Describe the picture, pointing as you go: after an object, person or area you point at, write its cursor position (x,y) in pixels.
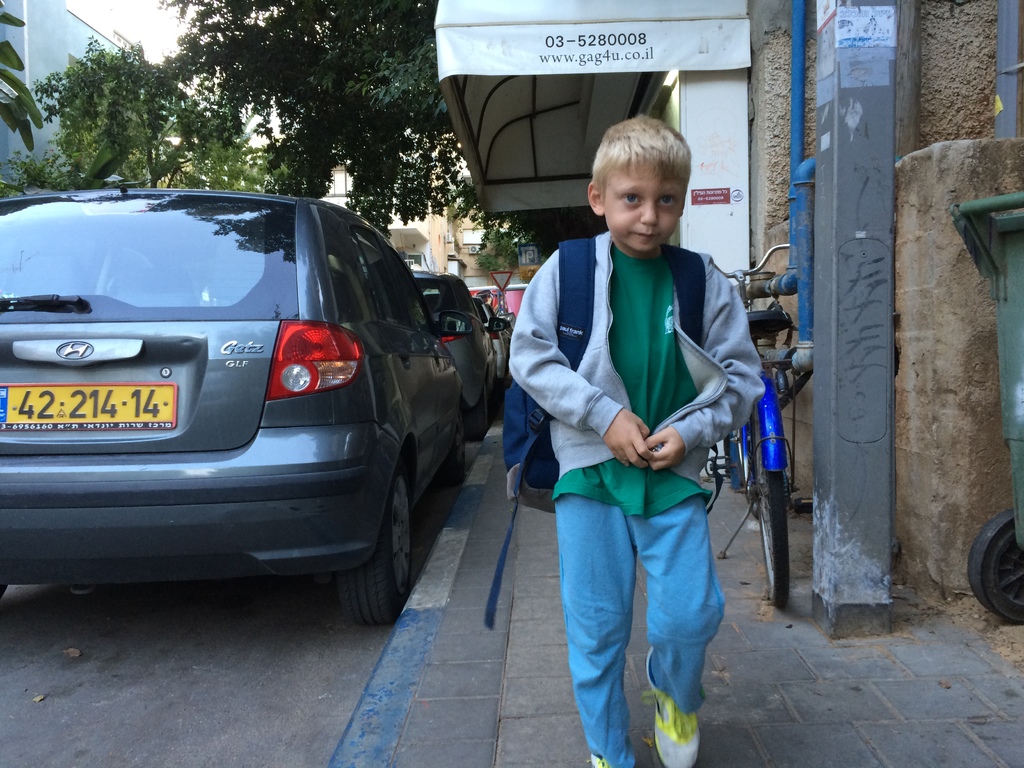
In this image a kid (703,431) is walking on a footpath (640,672), beside that footpath (536,712) there are cars (352,466) parked, on right side (772,434) there is a bicycle (761,440), in the background (432,201) there are trees (310,100) and houses (449,220).
